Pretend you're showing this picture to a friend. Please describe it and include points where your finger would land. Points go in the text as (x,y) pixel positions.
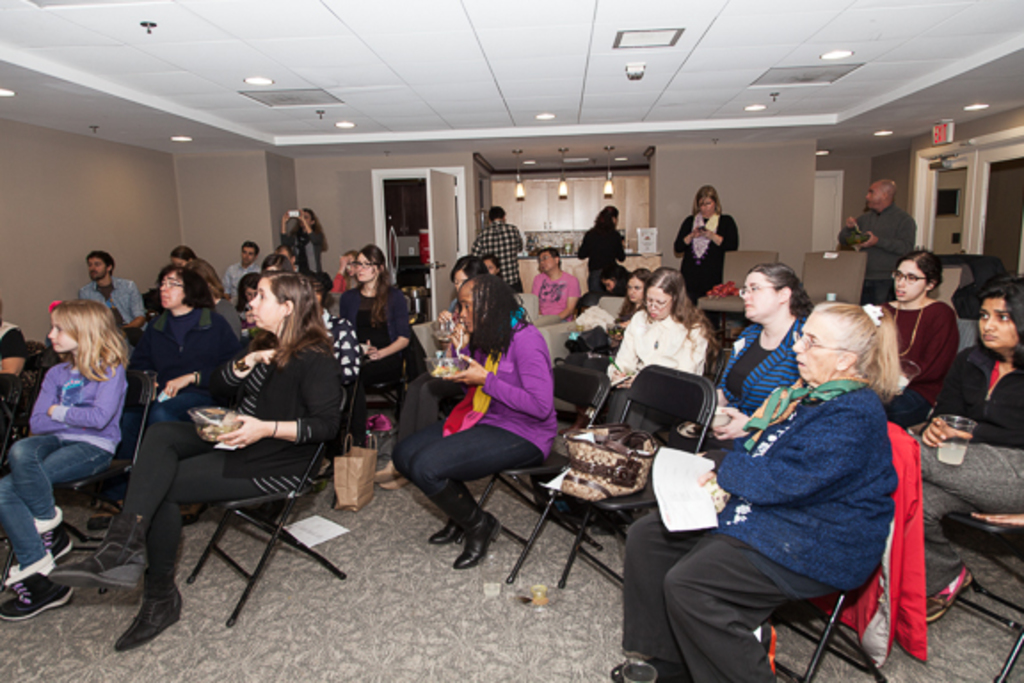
In this image we can see the people (934,268) sitting on the chairs (249,576) which are on the floor (316,511). We can also see the papers (679,513), bags (350,497), glasses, walls (278,203) and also the lights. We can see the door (386,226). At the top (486,59) we can see the ceiling (571,37) with the ceiling lights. We can also see a few people (708,213) standing.
